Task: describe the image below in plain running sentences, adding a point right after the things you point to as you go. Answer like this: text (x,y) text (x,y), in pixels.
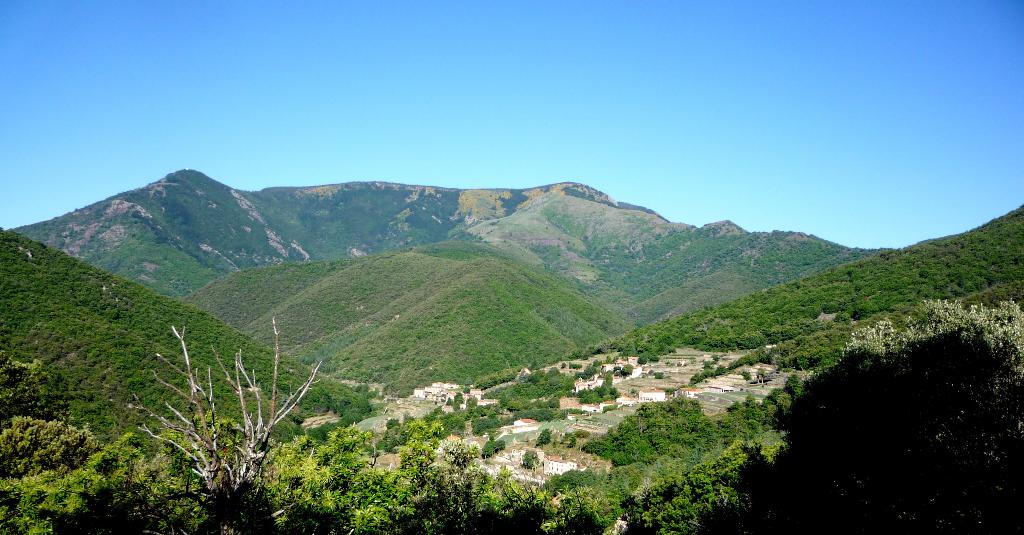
In this image, I can see the mountains (550,262). These are the trees (275,460) with branches (211,469) and leaves (859,378). I can see the houses (565,469). This is the sky (668,119).
